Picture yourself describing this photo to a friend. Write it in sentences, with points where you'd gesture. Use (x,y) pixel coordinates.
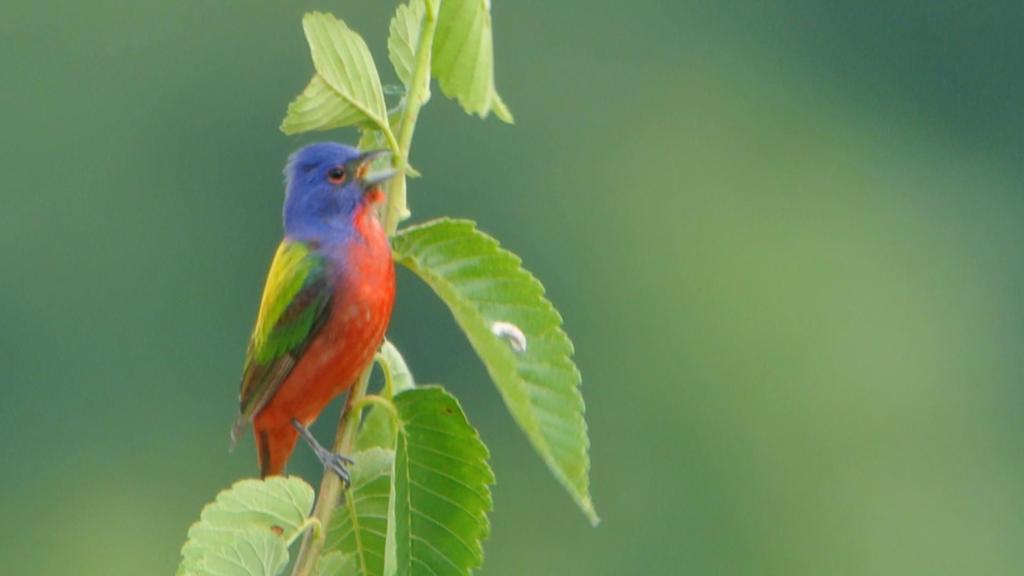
In this image I can see a bird (289,352) standing on the stem (305,542) of a plant (415,534).
